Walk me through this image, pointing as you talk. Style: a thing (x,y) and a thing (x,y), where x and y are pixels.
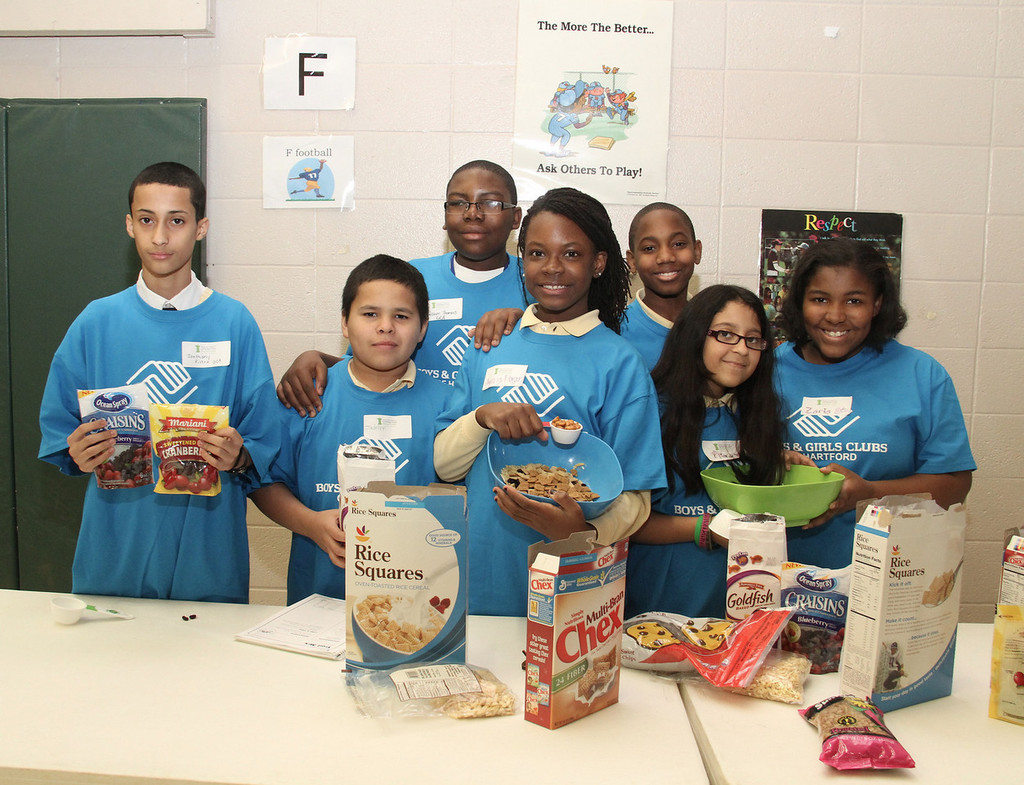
In the center of the image (413,349) we can see a few people (81,322) are standing and they are smiling, which we can see on their faces (136,207). And they are holding some objects (548,437). In front of them, there is a table (952,709). On the table (429,752), we can see food products (348,627), packets (434,695), one book (317,632) and a few other objects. In the background (423,129) there is a wall (1005,82), door (125,194), posters (522,157) etc.
